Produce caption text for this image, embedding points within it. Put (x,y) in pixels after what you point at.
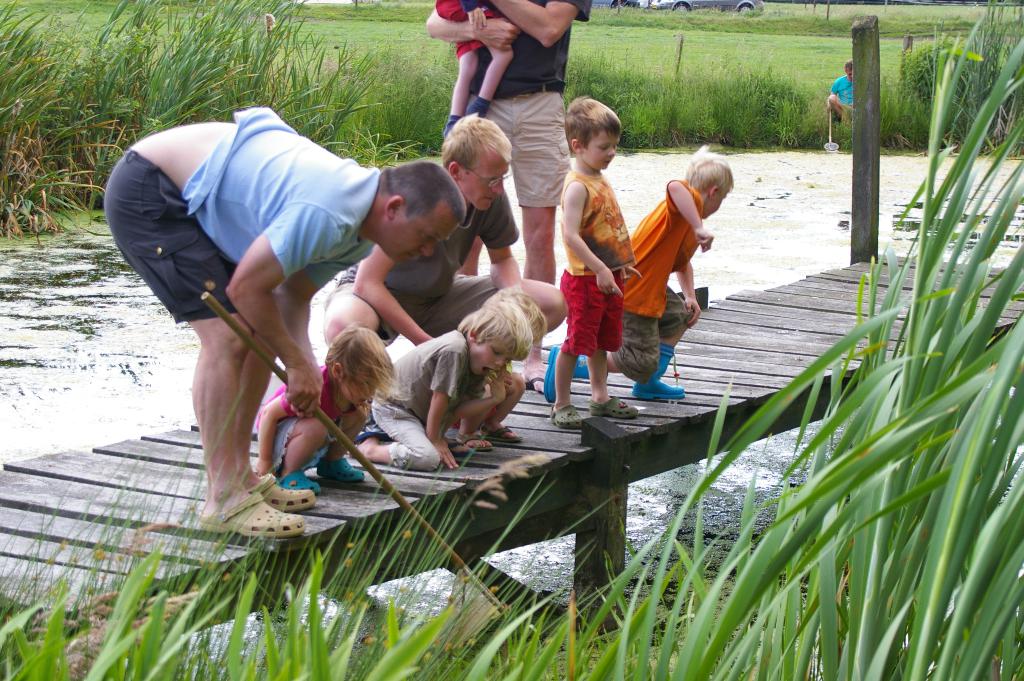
In this image we can see a group of people (433,326) and some children (478,317) on the deck (704,355) which is on the water (652,513). In that a man (280,279) is holding a stick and the other is carrying a child (475,59). We can also see some plants (845,430), grass (865,425), a wooden pole (854,261), a person (837,96) sitting holding a stick (835,150) and a car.
